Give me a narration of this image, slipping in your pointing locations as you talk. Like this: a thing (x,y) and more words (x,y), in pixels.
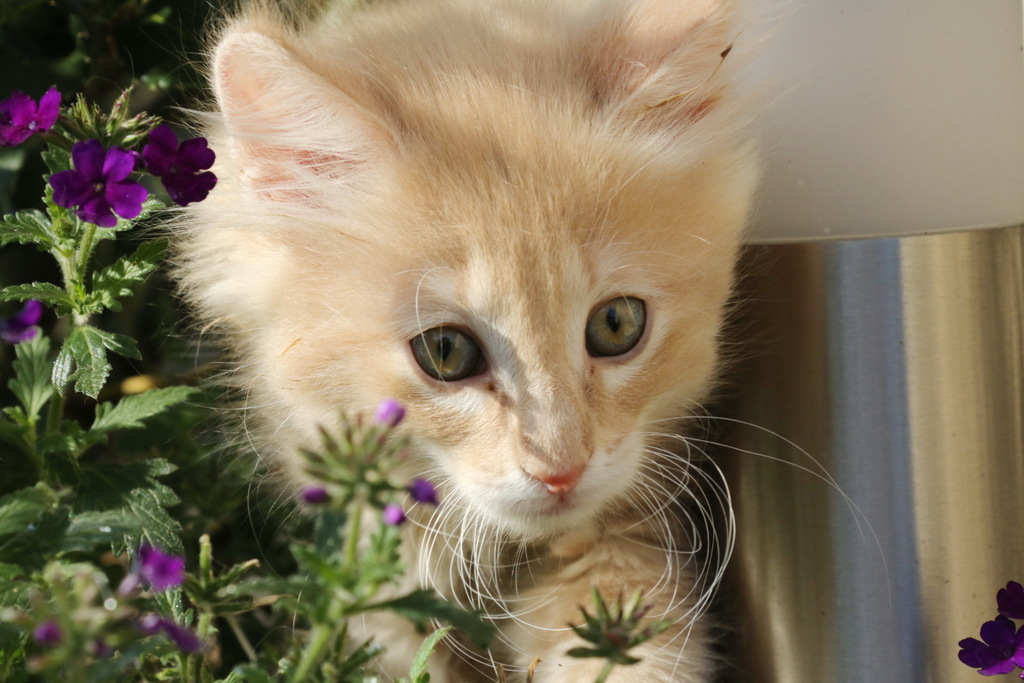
In this image we can see there is a cat (513,162) and beside the cat (483,199) there are plants (190,424) with flowers (201,143) and there is an iron rod (842,349) and the wall (870,149).
